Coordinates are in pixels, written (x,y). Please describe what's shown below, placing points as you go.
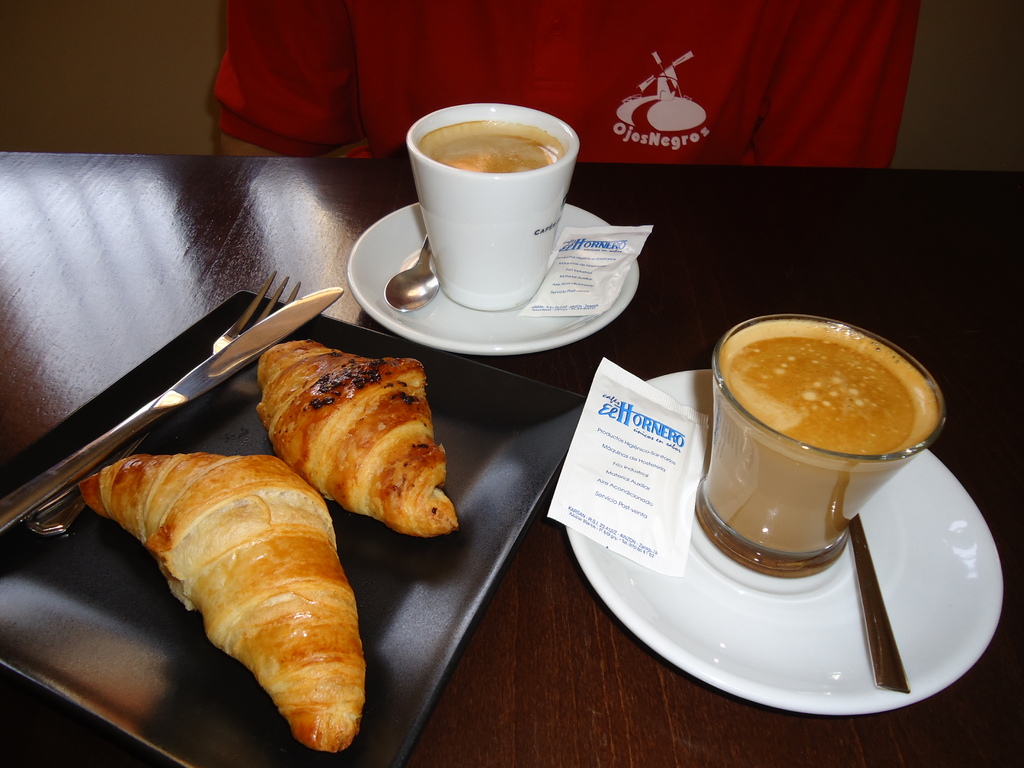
In this image, There is a table (983,418) which is in brown color and there are some food items (234,581) on the table (543,584) and there some glasses (509,262) and there is a person (823,101) sitting on the chair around the table (962,221).
